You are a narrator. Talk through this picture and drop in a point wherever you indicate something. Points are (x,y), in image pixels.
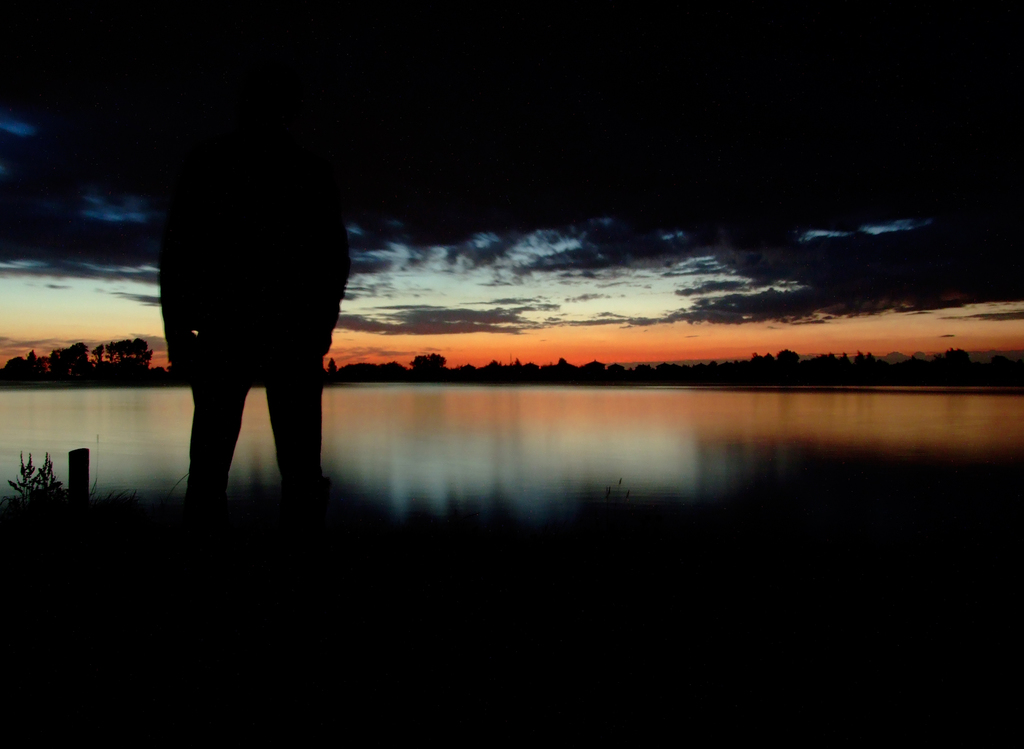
In this picture I can see a person (204,335) in front (302,300) and I can see the grass (25,500) on the left side of this image (49,483). In the background (135,419) I can see the water (409,462), few trees (55,367) and I can see the cloudy sky (526,222) and I see that, this image is in dark.
